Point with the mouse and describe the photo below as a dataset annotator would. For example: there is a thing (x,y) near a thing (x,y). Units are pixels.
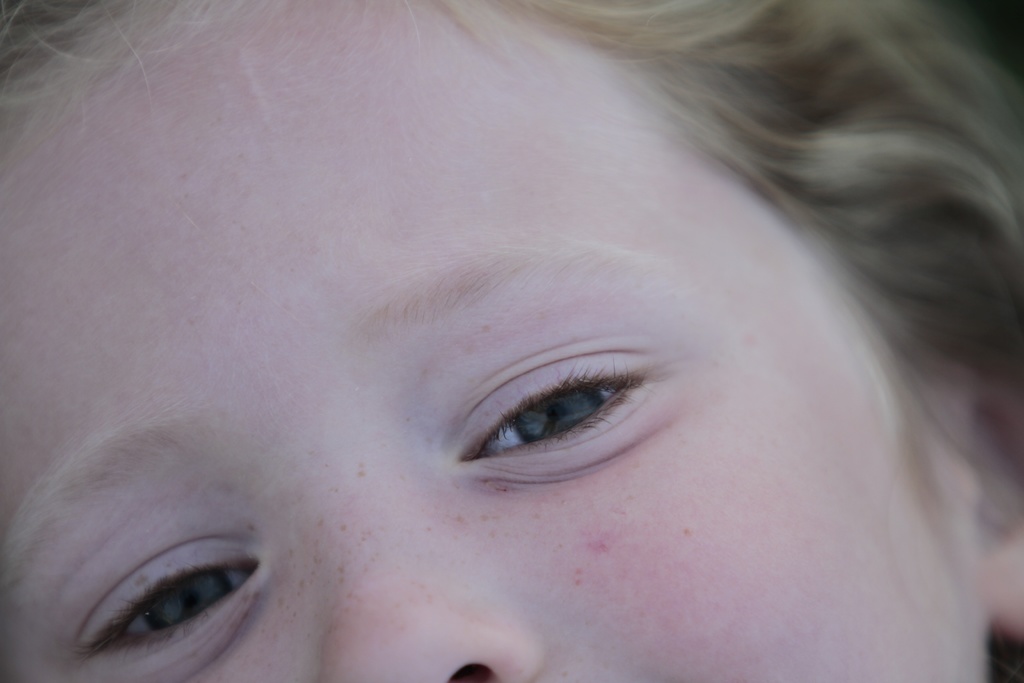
In the picture we can see a part (70,268) of a child's face (104,511) with eyes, one nostril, and gray color hair (929,266).
